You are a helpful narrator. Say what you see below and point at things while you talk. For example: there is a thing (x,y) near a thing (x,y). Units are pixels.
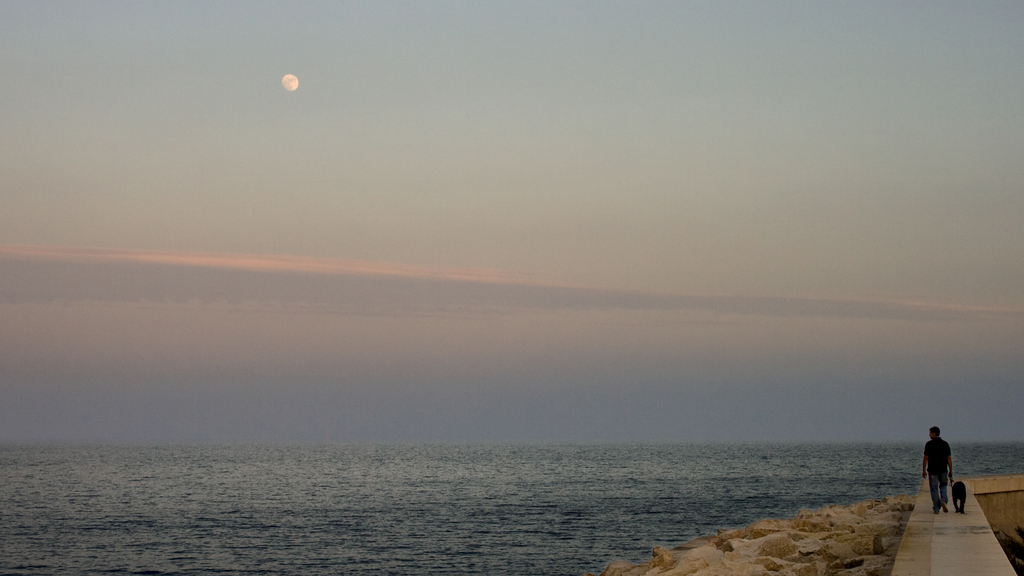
There is a sea (470,460) and a person (937,494) is walking on a path (958,525) along with his dog (961,499) beside the sea shore (848,562).
